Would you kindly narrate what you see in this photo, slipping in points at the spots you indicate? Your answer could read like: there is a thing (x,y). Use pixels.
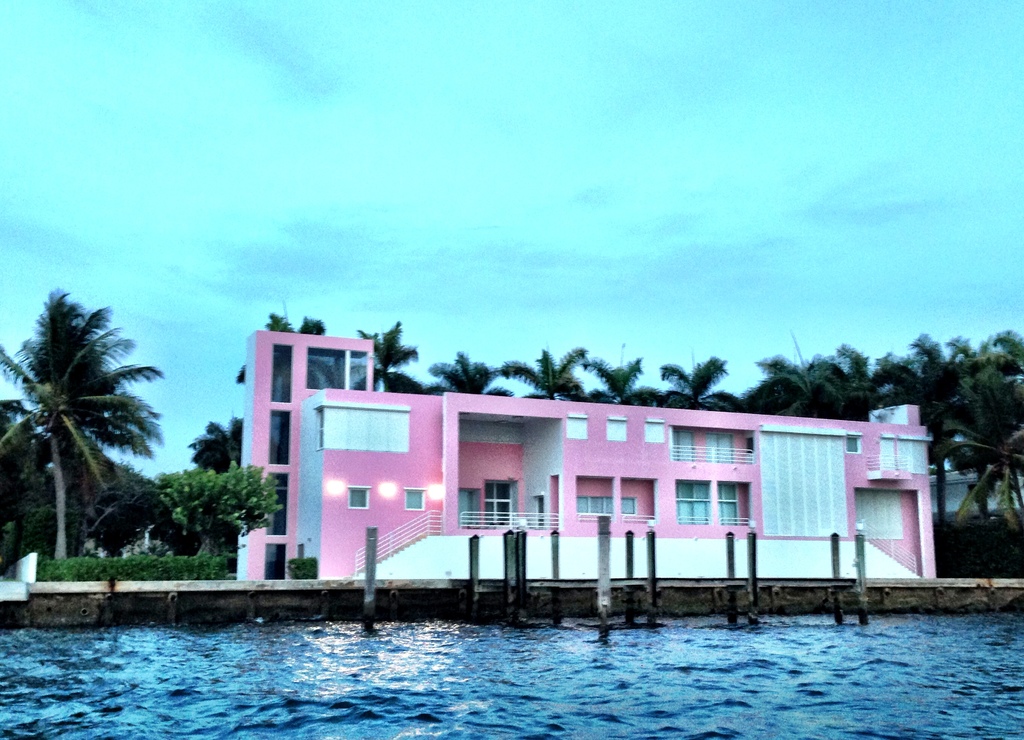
In the foreground of the picture (322,621) there is water (216,651). In the center of the picture (616,387) there are plants (172,557), trees (214,507), palm trees (982,431), buildings (317,481) and a dock (573,584). Sky (376,195) is cloudy.
